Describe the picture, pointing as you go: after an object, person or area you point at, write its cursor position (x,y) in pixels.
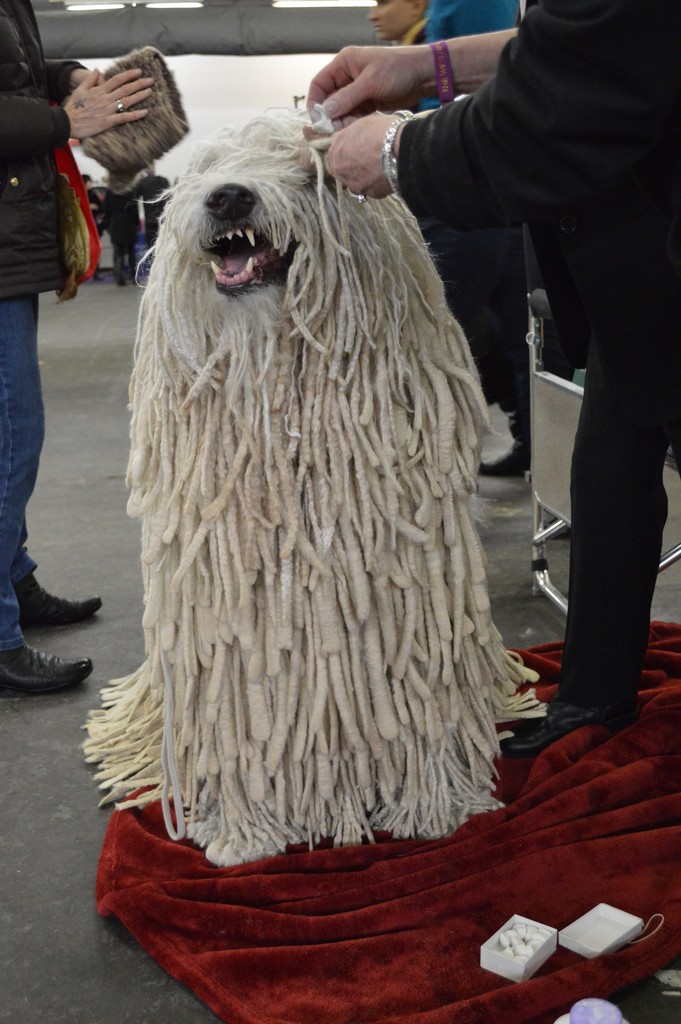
In this image there is a dog (307,266) in middle (396,679), on the left side (21,60) a person (13,0) standing on floor (89,586) and there are few persons (460,63) visible on right side, at the bottom (289,928) there is a red color cloth (307,859), on cloth (264,945) I can see boxes (592,920) kept on cloth (248,984).
